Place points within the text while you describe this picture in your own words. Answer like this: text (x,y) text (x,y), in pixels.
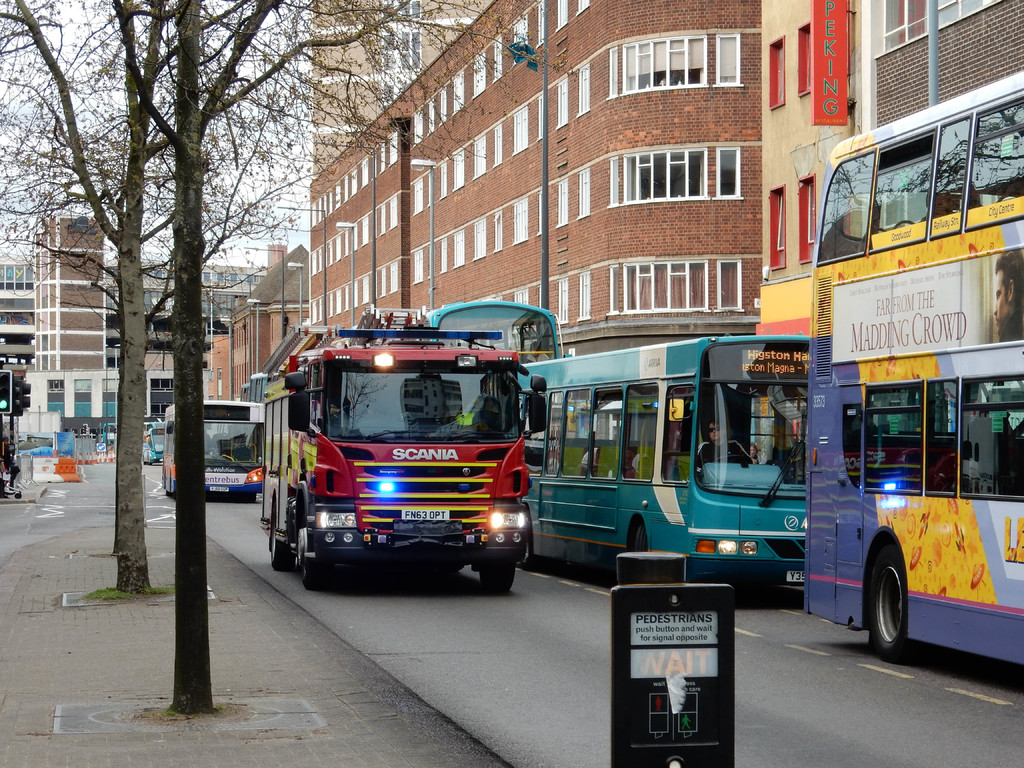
In the picture I can see two buses (633,475), two double Decker buses (553,325) and a fire engine (421,371) on the road (540,690). There are deciduous trees (213,226) on the side of the road (102,493) on the left side (198,154). In the picture I can see the buildings (624,129) and glass windows (520,114). I can see the barricade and the traffic signal pole (22,399) on the left side (29,387).
